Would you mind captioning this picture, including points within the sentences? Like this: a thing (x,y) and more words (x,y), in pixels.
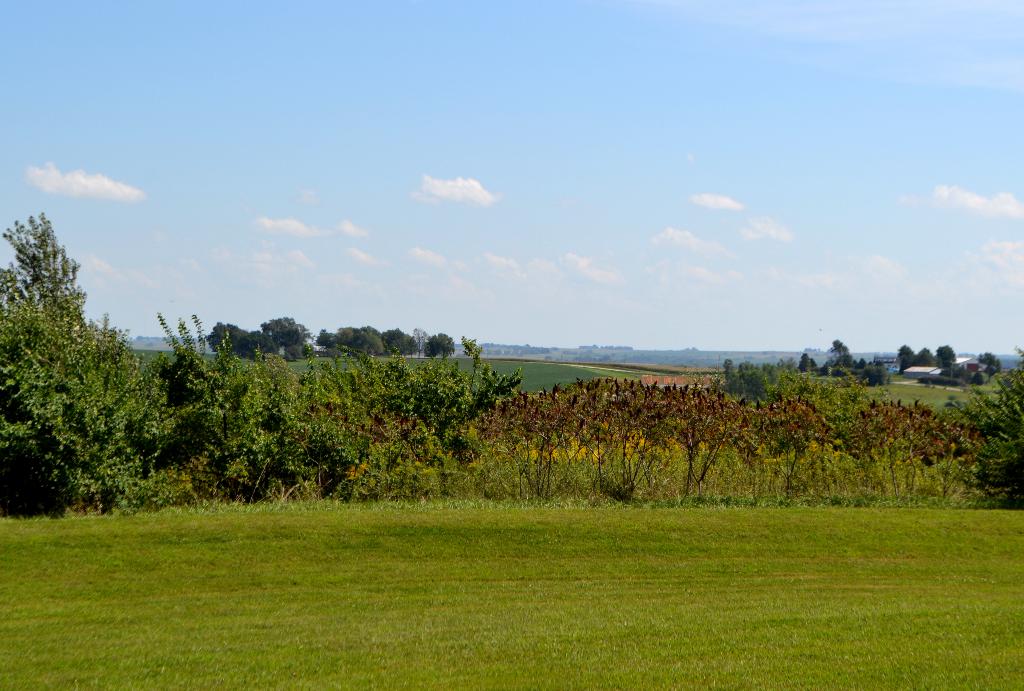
In this image there are trees (182,482), grass (983,648), a building (934,373), fields (609,367) and the sky (561,266).
